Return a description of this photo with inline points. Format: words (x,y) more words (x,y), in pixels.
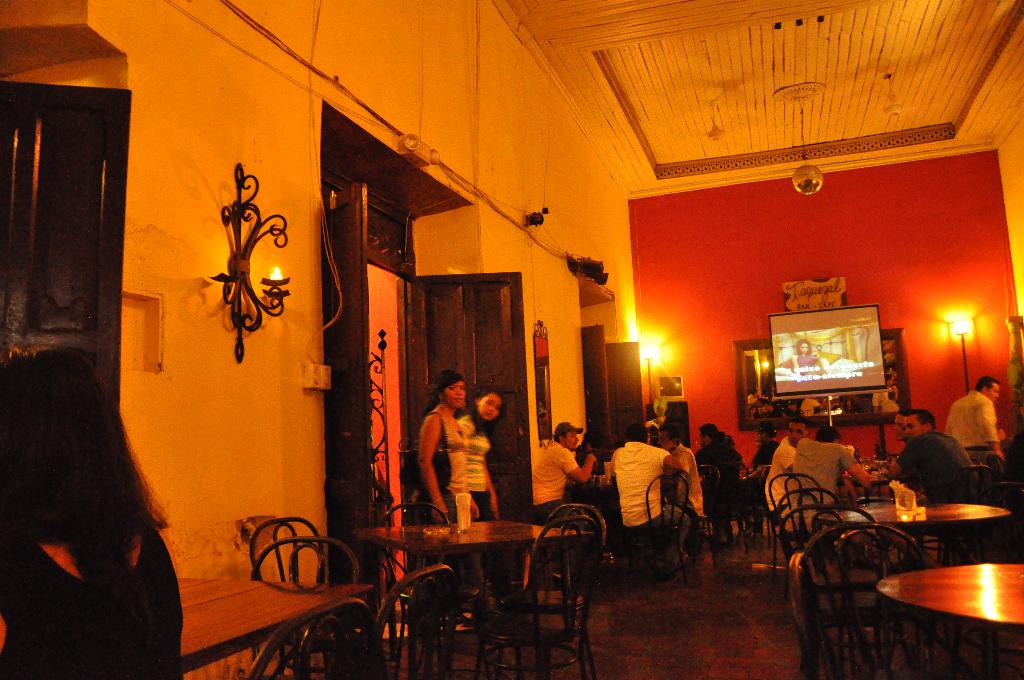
In this image there are chairs (586,586) and tables (1000,587) on the floor (681,589). People (725,481) are sitting on the chairs (817,508). Two women (458,492) are standing near the door (512,429). There are lamps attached to the wall (796,256). There is a screen (804,324) attached to the wall (824,269). On both sides of the screen (784,337) there are lamps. A light (812,171) is attached to the roof (828,163). Left side (58,239) there is a door (98,228). Left Bottom there is a woman (58,624) sitting on the chair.
